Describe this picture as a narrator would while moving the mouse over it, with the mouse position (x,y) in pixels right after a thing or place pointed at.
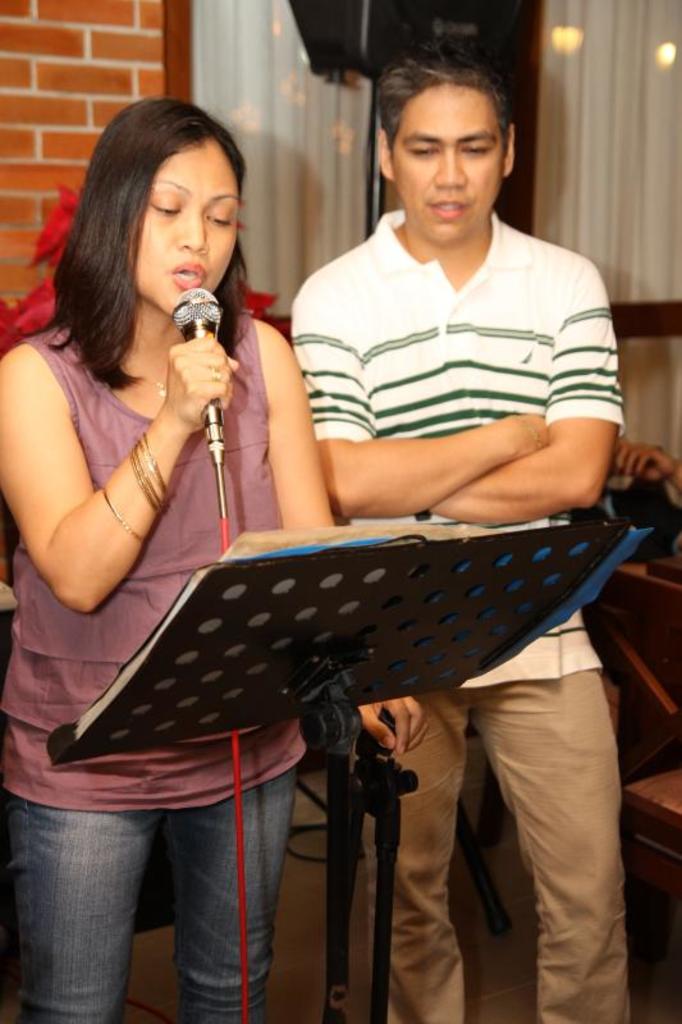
In this image I can see two persons (496,315) standing. In front (187,421) the person (193,415) is holding the microphone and I can also see the book (390,525) on the stand (407,581). In the background (570,193) I can see few curtains (239,64) and the wall (117,53) is in brown color.
